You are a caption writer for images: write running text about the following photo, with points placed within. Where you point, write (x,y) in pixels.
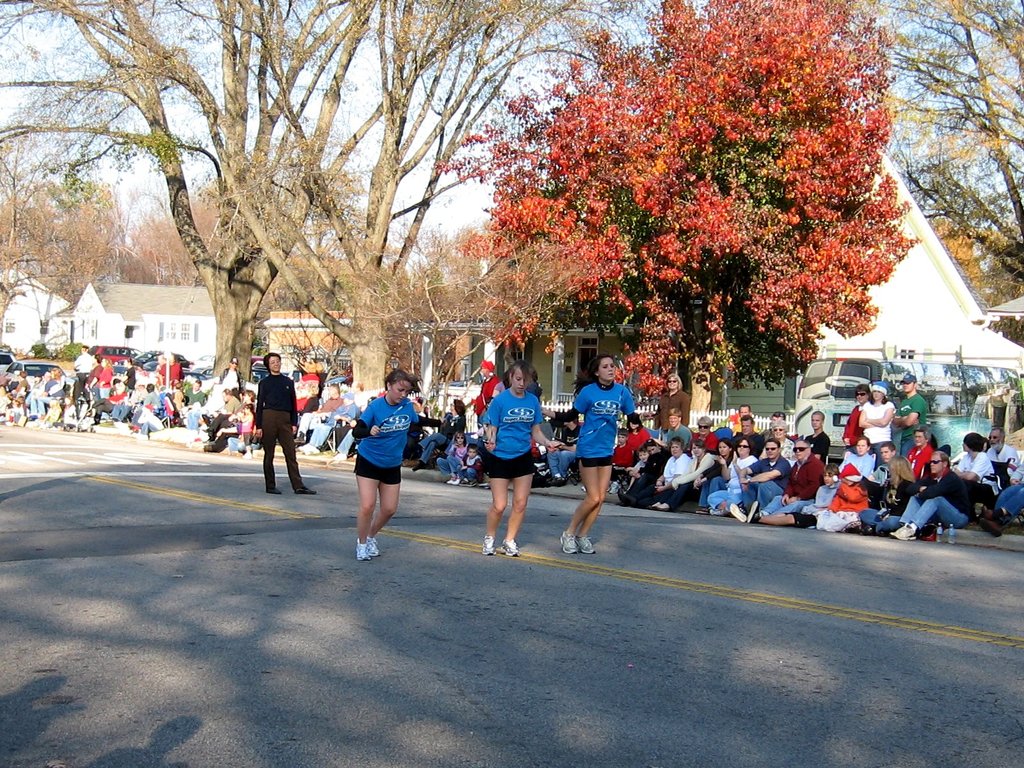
In this image in the center (364,501) there are three persons (389,515) who are running, and in the background (562,432) there are a group of people (666,425) who are sitting and also there are some houses (23,301), trees (609,232) and some other objects (970,391). At the bottom (87,602) there is road (701,677).
